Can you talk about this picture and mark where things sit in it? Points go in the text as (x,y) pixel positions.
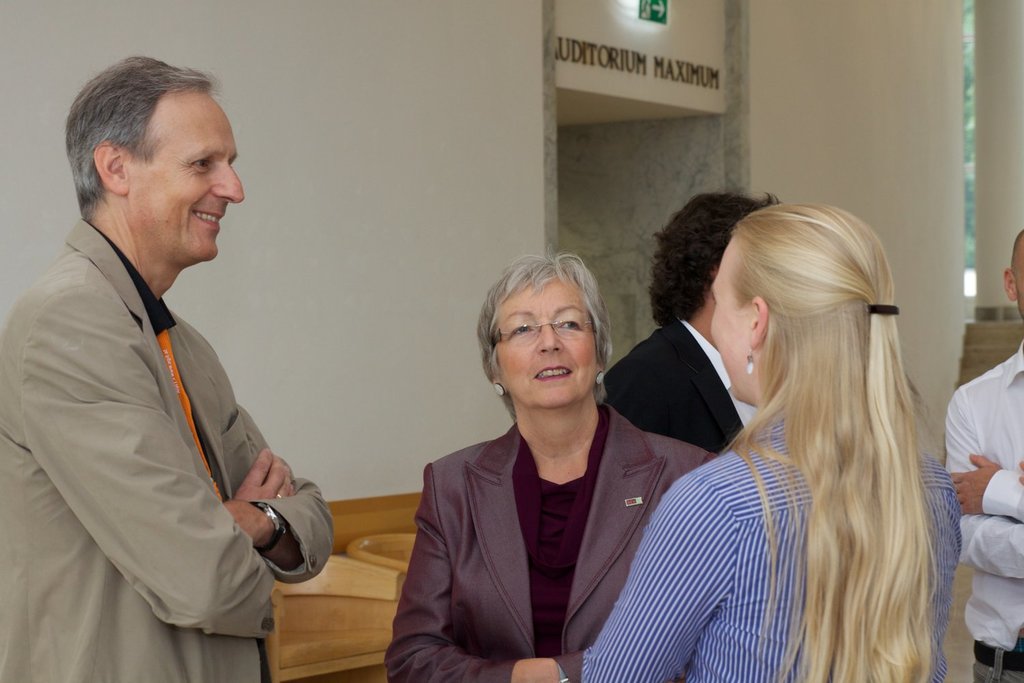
In this image there are people (472,481) standing, there is an object (361,570) behind the person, there is a wall (366,186) behind the person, there is a board (653,11), there is text (582,57) on the wall (620,75), there is a pillar (988,128) towards the right of the image (988,131).
